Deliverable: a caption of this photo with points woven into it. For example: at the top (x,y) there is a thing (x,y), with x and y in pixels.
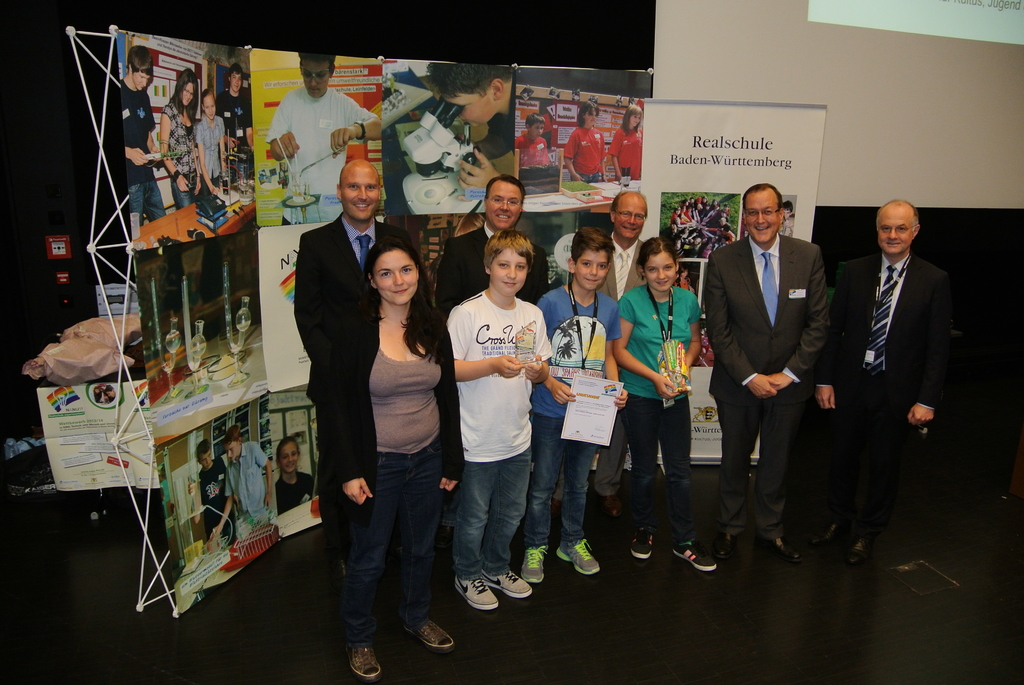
In this image I can see few persons (738,457) standing. I can see few banners (452,199) with some text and images (490,94) on it.
